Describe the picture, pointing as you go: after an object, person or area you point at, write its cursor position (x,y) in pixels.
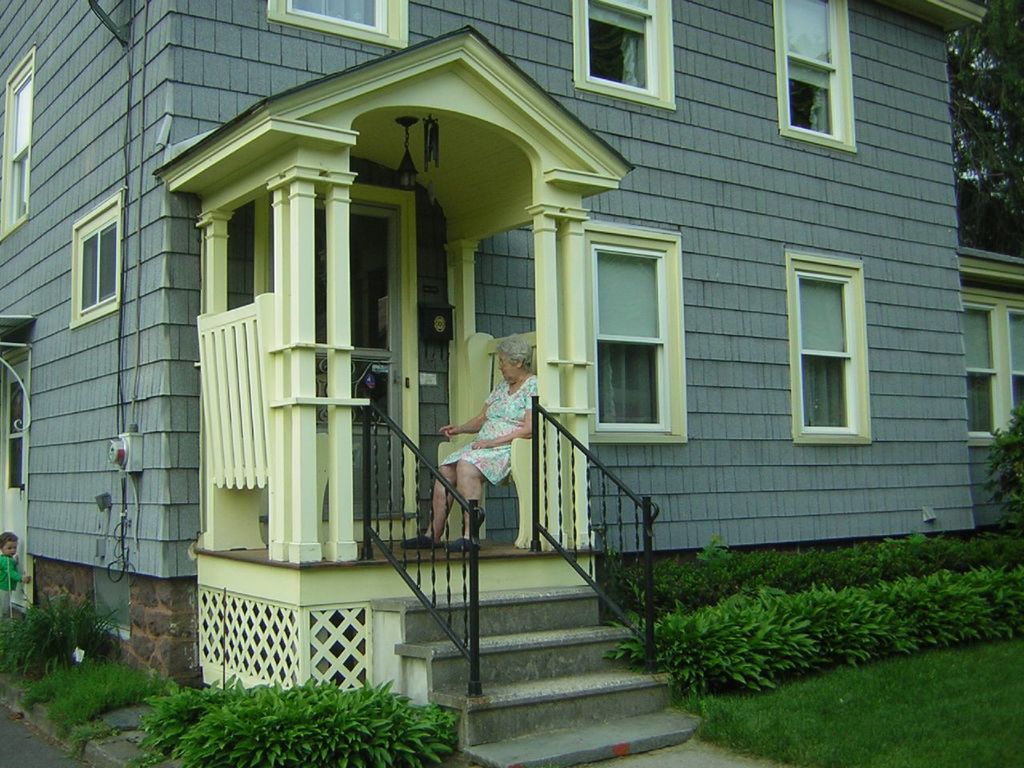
In this picture we can see a woman (497,452) is sitting on an object (519,456). Behind the woman (497,452) there is a door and a building (454,423). On the right side of the women (498,460) there are plants (856,615), grass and trees (1019,48). On the left side of the building (130,501) there is a kid (7,583) standing on the path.
